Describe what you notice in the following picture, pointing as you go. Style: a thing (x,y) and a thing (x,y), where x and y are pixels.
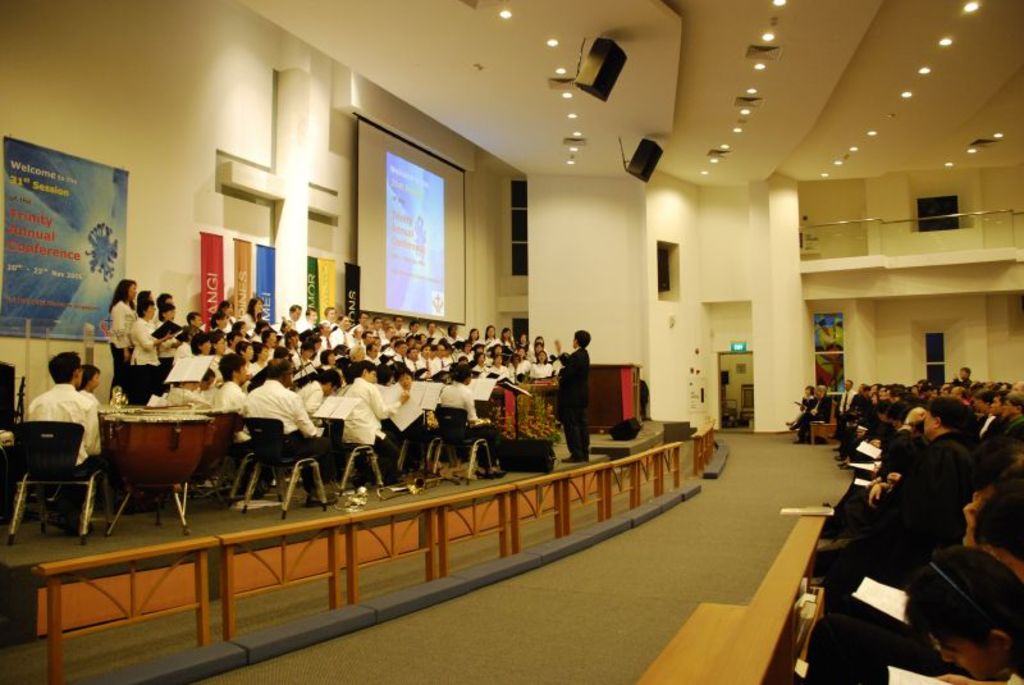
In the image we can see there are people (897,514) sitting and standing. They are wearing clothes (378,449). We can even see there are many chairs (268,439), posters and banners (235,276). Here we can see the projected screen (401,228), floor (726,496) and sound boxes (603,94). Here we can see the lights (785,3) and the windows (938,369). We can even see there are people (897,578) holding books (892,590) in their hands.
